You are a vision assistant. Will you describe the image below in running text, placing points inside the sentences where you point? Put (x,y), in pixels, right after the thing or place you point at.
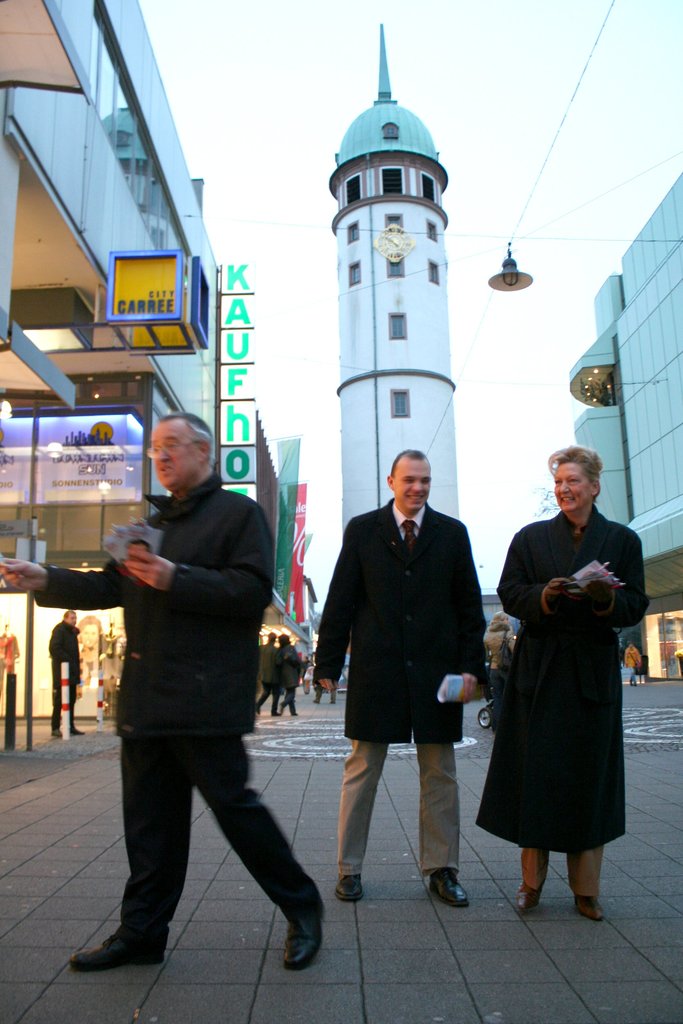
In this image in the center (363,607) there are persons (401,624) standing and smiling and in the background (429,358) there is a tower (429,355). On the left side (84,284) there are buildings (169,360), there are boards (147,336) with some text (234,458) written on it and there are persons (222,655) walking. On the right side (638,411) there is a building (615,453) and on the top (517,260) there is a light (516,271) hanging.
